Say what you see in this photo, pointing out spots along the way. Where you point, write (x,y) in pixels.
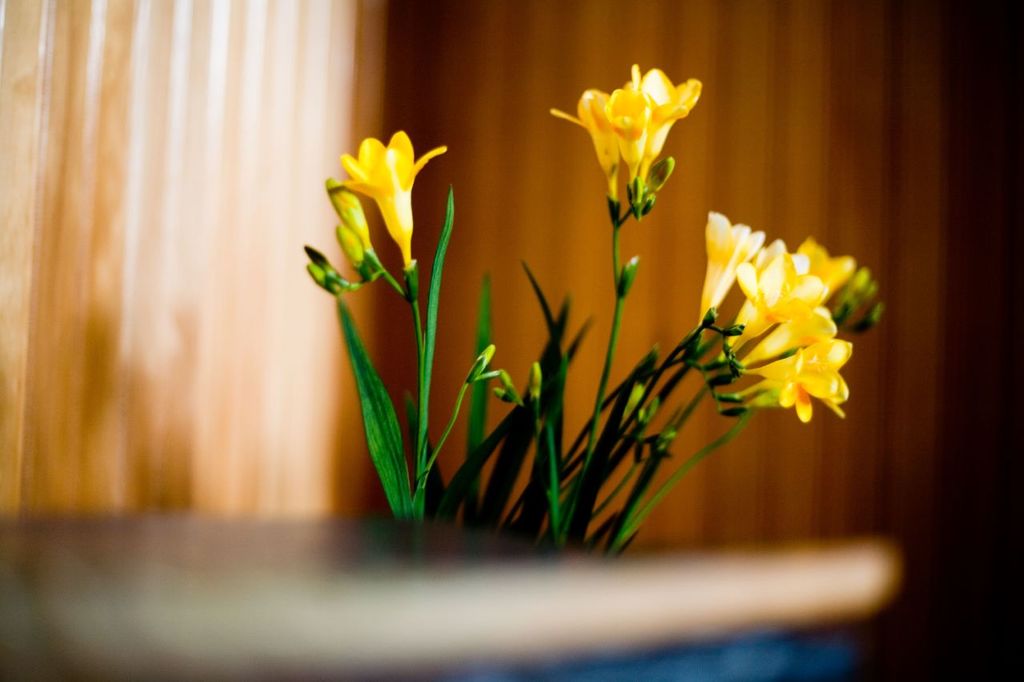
In this image I can see few flowers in yellow color, a small plant (476,414) in green color and I can see blurred background (254,462).
